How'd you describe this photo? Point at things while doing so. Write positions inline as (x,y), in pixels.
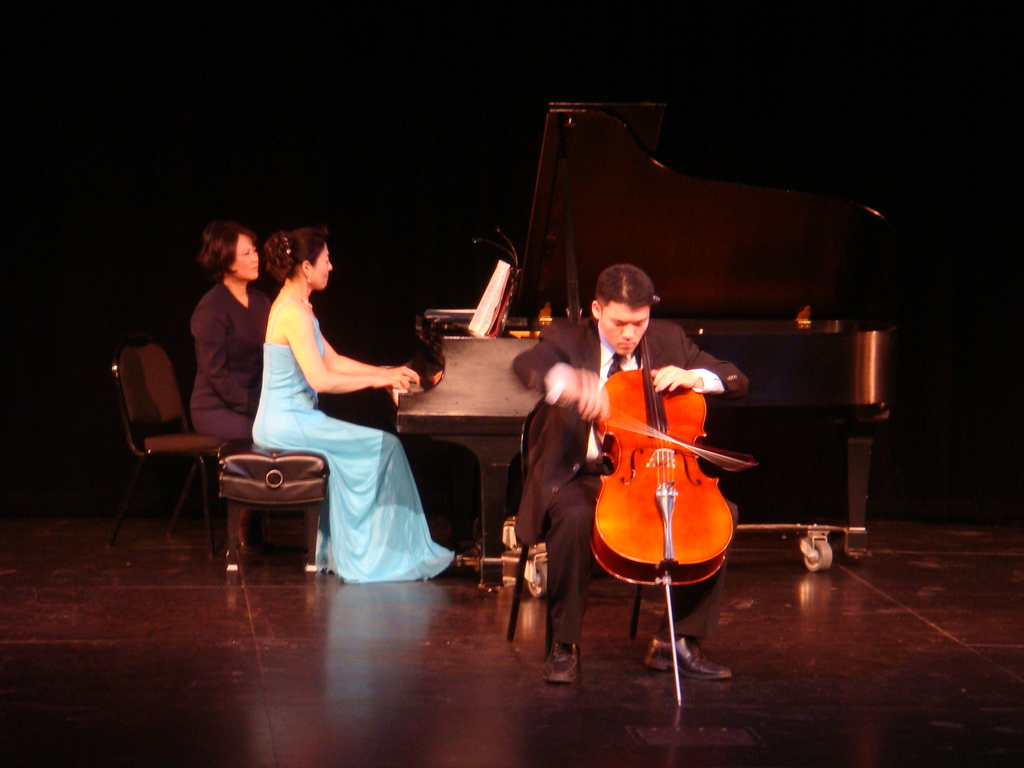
this picture shows a woman (329,373) seated and playing piano (435,333) and we see a man (685,373) playing cello (625,542) and a woman (238,239) seated on the side on the chair (159,397).
